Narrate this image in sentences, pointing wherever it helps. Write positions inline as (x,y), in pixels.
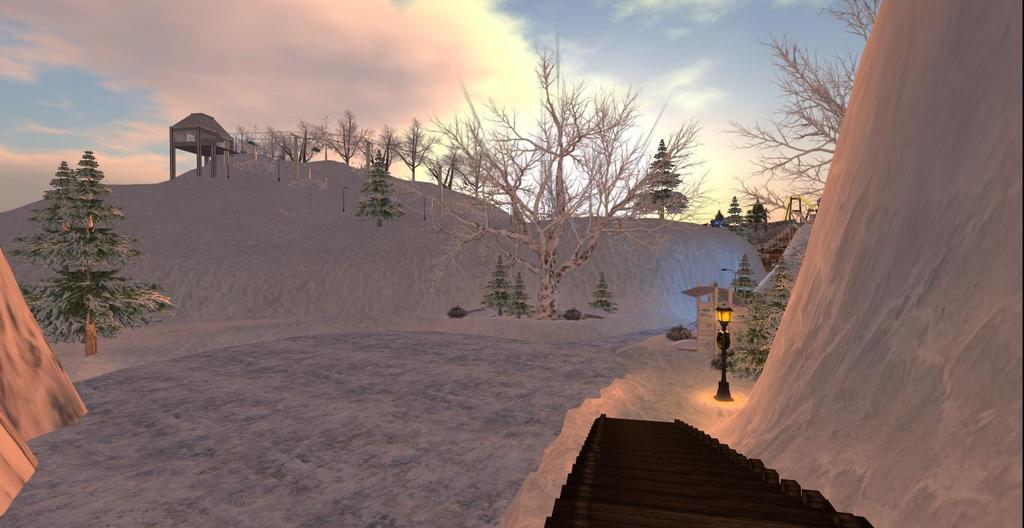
It is the animation image in which there is a road (414,391) in the middle (404,339). Behind the road (532,375) there is a hill (349,185) on which there are trees (500,181). At the top (714,87) there is the sky (717,67). On the right side (694,468) there are wooden steps (640,451). Beside the steps (640,451) there is a rock (923,119). In the middle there is a light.
